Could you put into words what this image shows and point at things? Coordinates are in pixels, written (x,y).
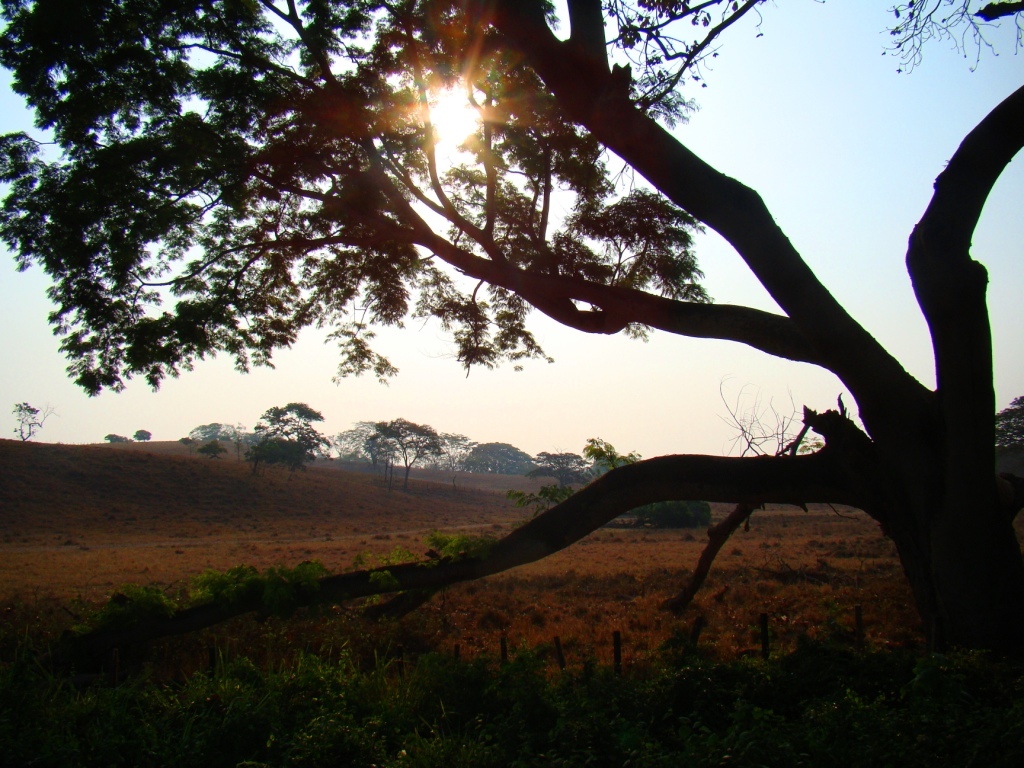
In the foreground of the picture (604,658) there are plants (297,654), tree (578,512) and grass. In the center of the picture (498,489) it is dry land (267,480). In the background (275,452) there are trees (689,507). In the sky (637,446) there is sun (455,103).
